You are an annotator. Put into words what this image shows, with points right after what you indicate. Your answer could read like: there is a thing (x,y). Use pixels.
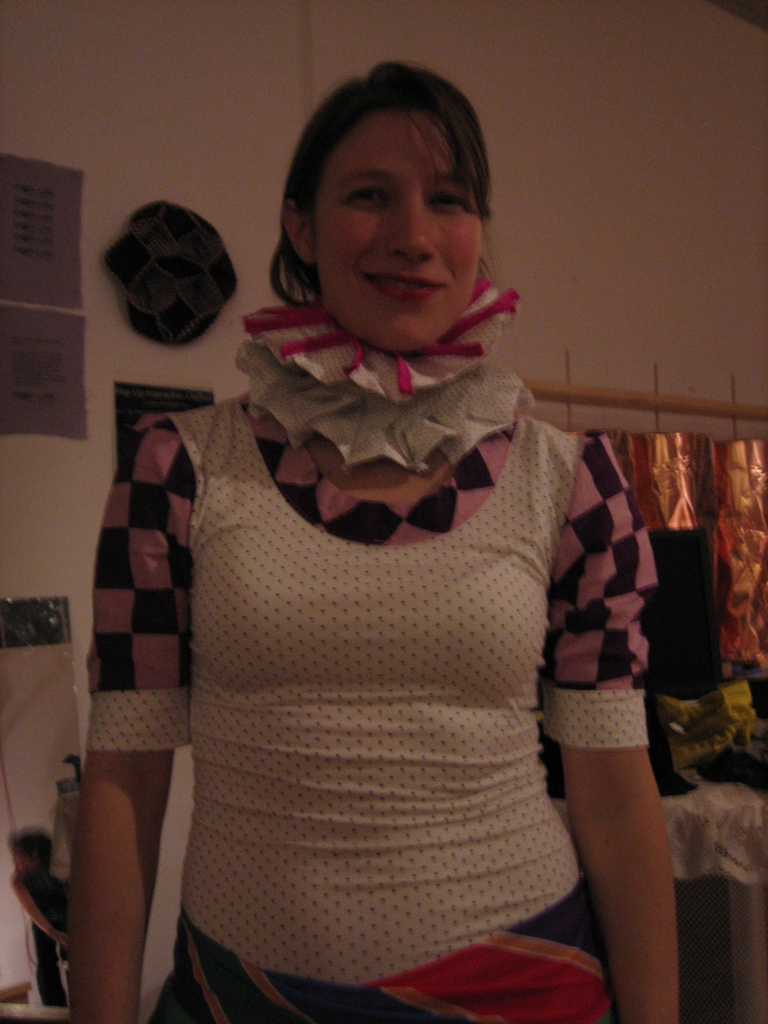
In this image I can see a woman (409,486) wearing black, pink and white colored dress (451,559) is standing and smiling. In the background (648,190) I can see the wall (682,192) and few objects (45,236) attached to the wall (739,146).
